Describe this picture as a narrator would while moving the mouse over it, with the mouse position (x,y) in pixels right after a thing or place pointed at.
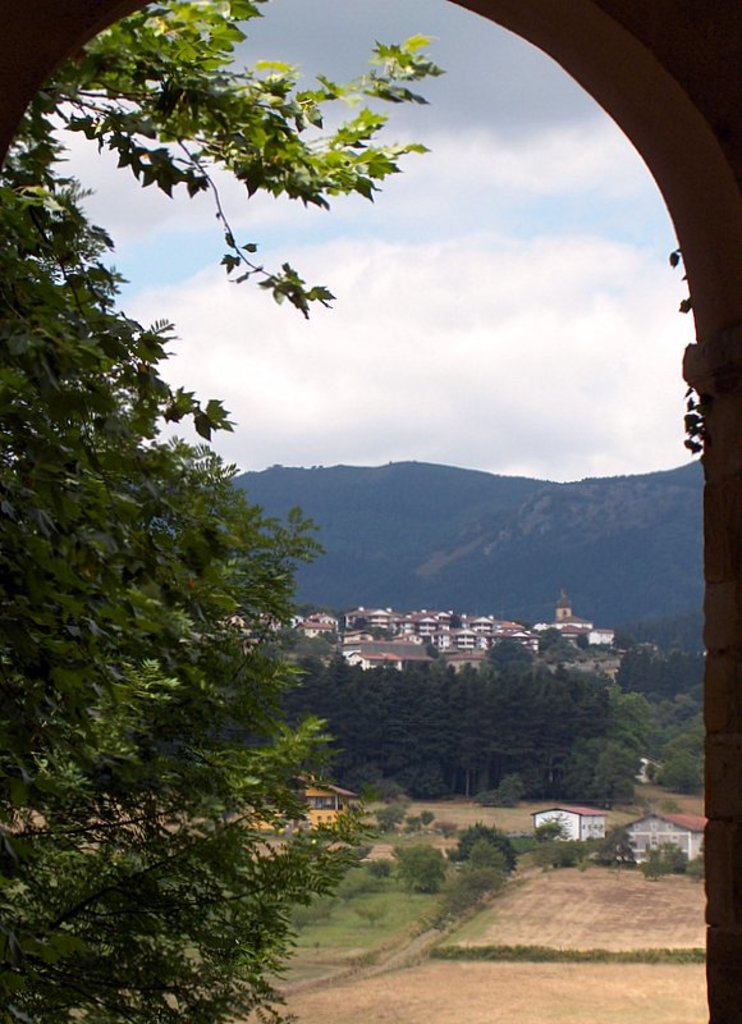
In this image I can see trees (115,504), buildings (357,645) and mountains (467,480). The sky (446,240) is in white and blue color.
